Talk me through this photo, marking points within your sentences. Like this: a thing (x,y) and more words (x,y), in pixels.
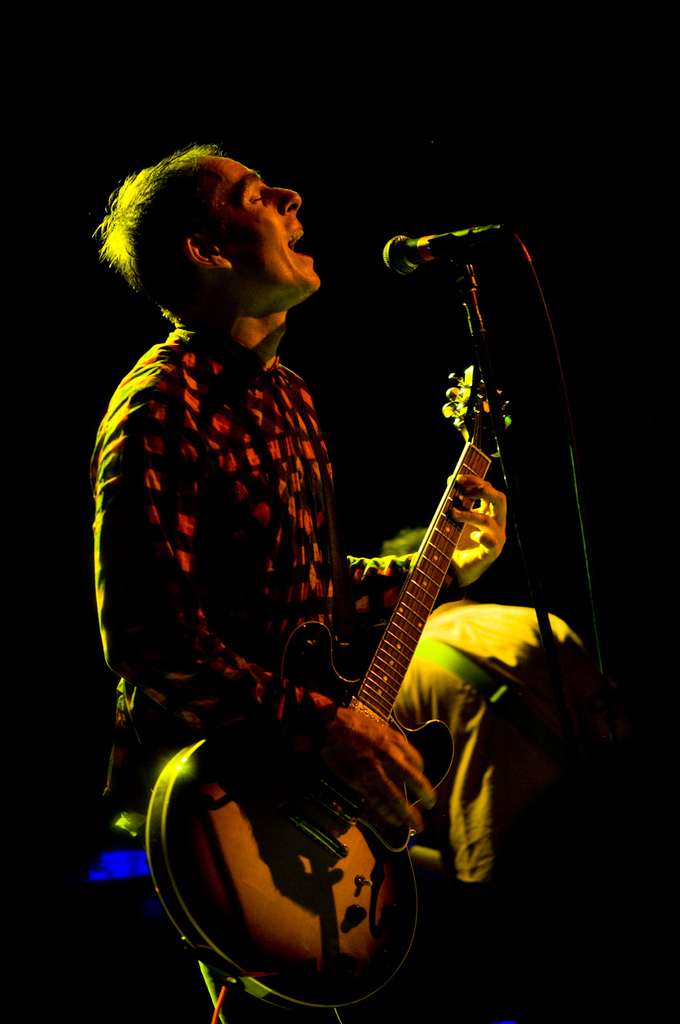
In this image In the middle (284,591) there is a man (261,590) he is playing guitar (399,681) and he is singing. On the right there is a mic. In the background (530,687) there is a person (507,687).
